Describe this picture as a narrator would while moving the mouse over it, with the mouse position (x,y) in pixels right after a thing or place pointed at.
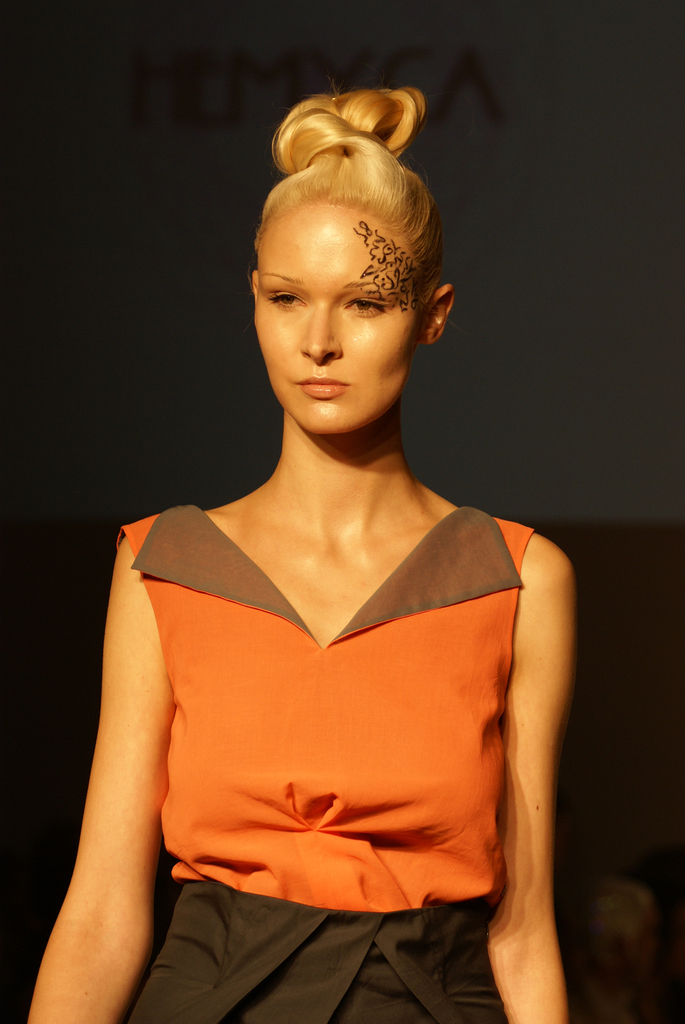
In this picture there is a woman (351,537) and we can see tattoo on her face (330,264). In the background of the image (525,407) it is blurry.
